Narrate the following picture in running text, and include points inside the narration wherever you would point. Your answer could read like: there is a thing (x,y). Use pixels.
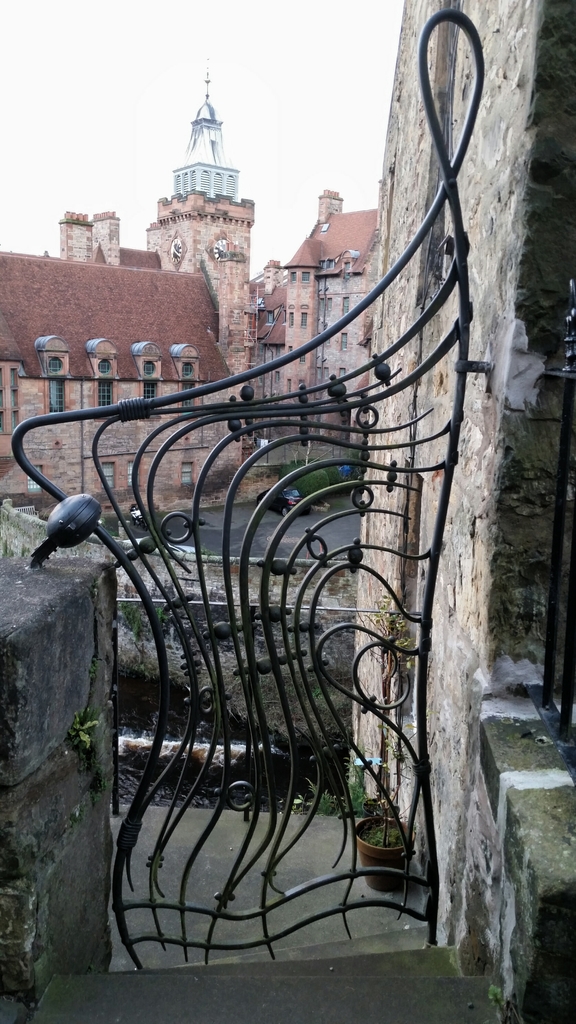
In this image I can see the metal gate (271,636) and the wall (460,618). In the background (378,851) I can see the flower pot (396,826). I can also see the vehicle (275,499) in-front of the building (66,472) and the plants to the side. There is a sky (142,174) in the back (133,173).
